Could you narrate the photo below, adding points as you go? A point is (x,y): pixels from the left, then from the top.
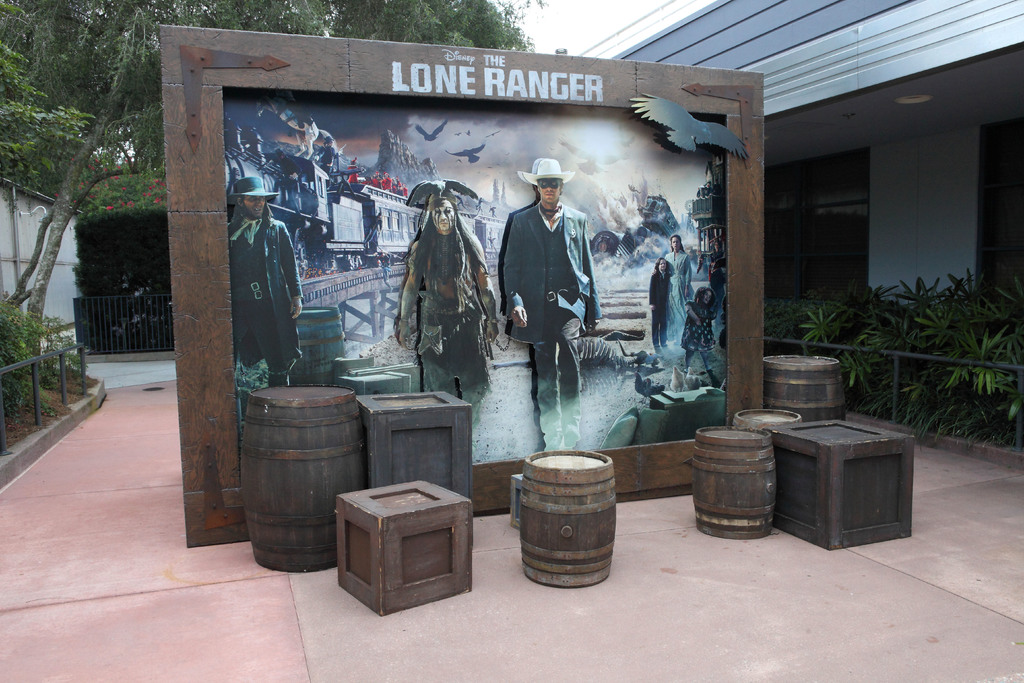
In this picture we can see a few barrels (253,486), boxes (812,433) and a wooden frame (480,85) on the path (149,537). In this frame (320,304), we can see a few people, a barrel (308,343), animals (615,370), buildings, birds (469,159) in the sky (423,118) and other objects (311,218). We can see some plants (11,329) and some fencing (82,370) on the right (857,356) and left side of the image (84,248). There is a building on the right (863,11) We can see a fence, flowers (148,202) and some trees (36,185) in the background (316,21).
